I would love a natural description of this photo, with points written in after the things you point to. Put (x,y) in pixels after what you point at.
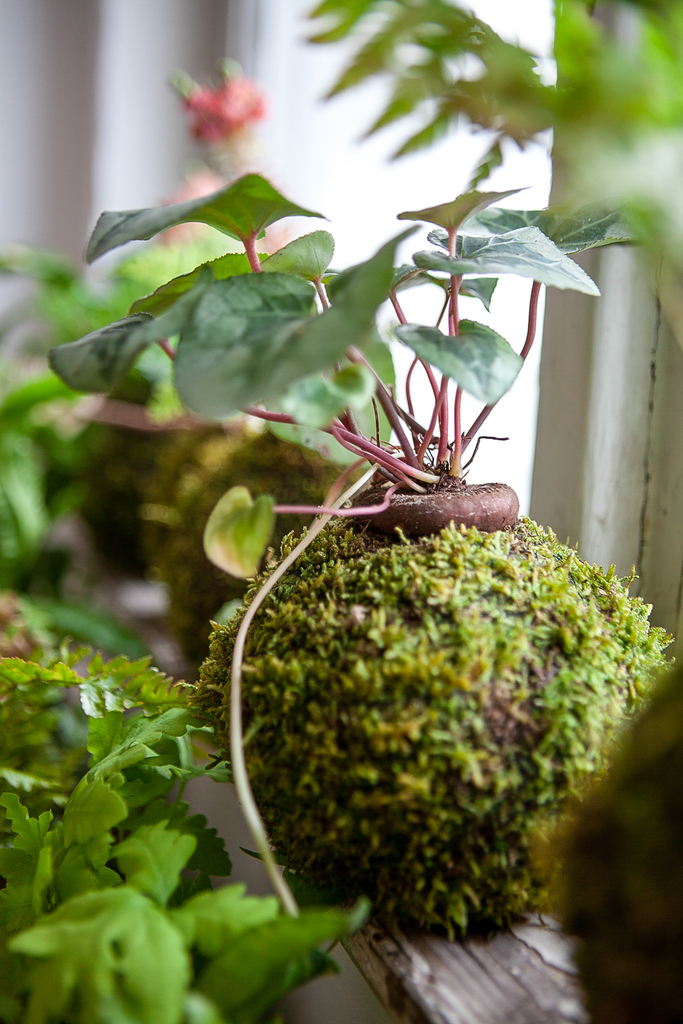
In this picture, we see plants (337,494) placed on the wooden table (483,952). Beside that, we see a window (305,86) and beside that, we see a wall (142,63) in white color. At the bottom of the picture (160,781), we see plants (131,893). In the background (69,275), it is blurred.
